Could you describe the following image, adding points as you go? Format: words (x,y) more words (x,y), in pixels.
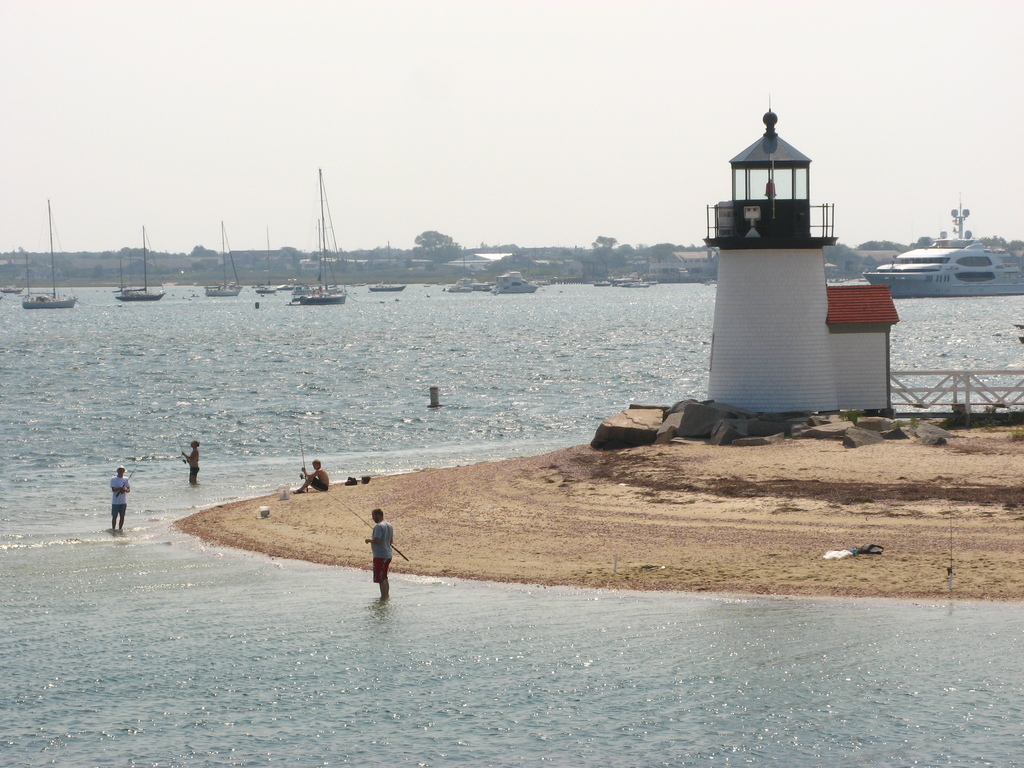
In this image, there are three persons (190,472) standing in the water (193,513) and a person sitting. On the right side of the image (867,390), I can see a lighthouse (778,385), rocks (822,436) and fence (898,382). There are boats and a ship (963,264) on the water (461,352). In the background (287,254), I can see trees (447,253) and there is the sky (494,130).
